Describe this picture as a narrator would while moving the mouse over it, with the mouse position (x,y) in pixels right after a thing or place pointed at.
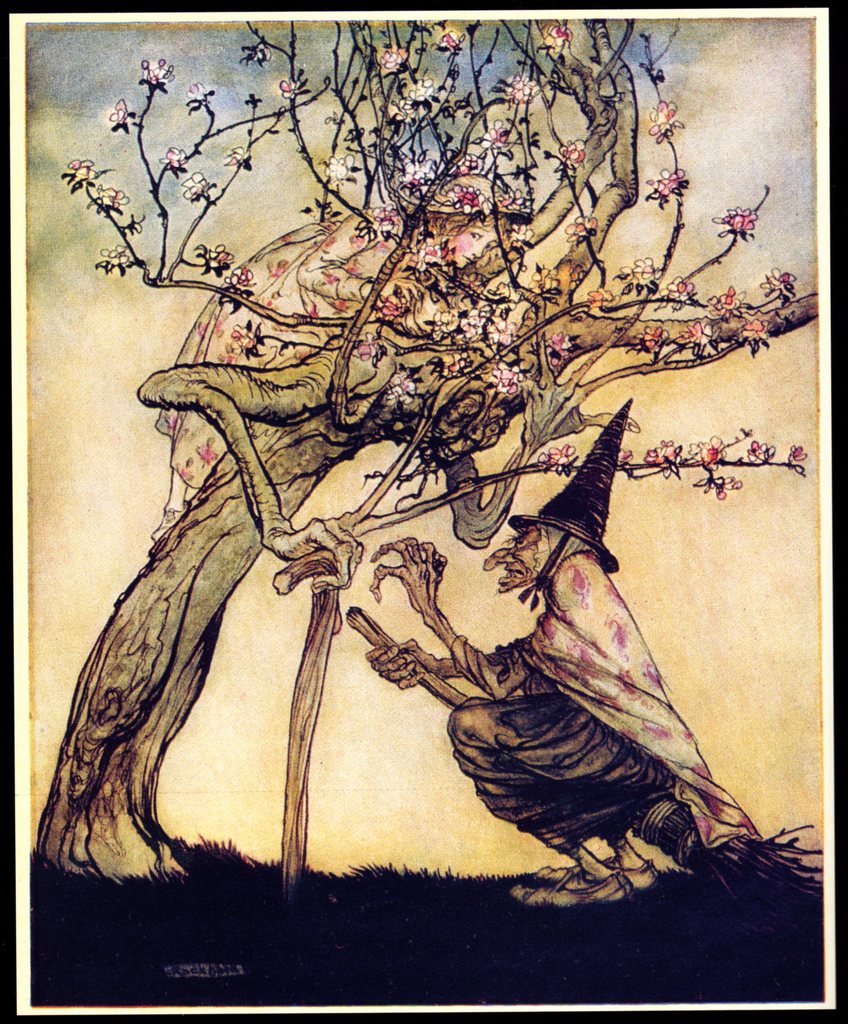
In this picture I can observe an art (509,418) of a tree (327,446) and witch (460,669). In the background (432,632) I can observe sky (703,156).
